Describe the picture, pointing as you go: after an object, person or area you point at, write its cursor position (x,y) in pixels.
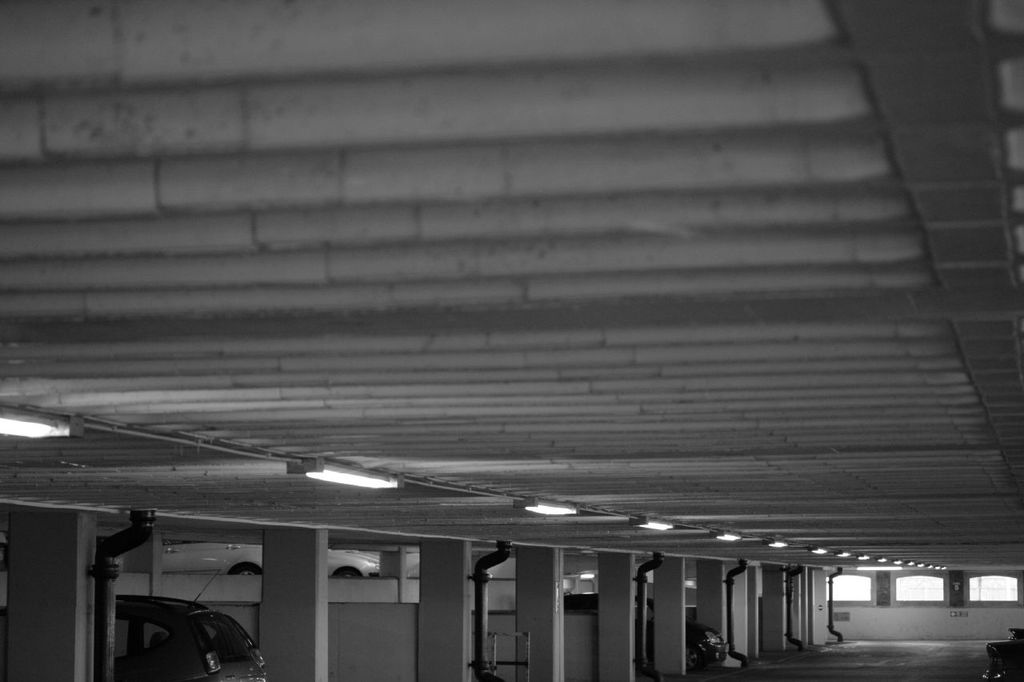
In the foreground of this image (799,676), at the bottom (717,622), there are pillars (517,598), pipes (483,617), vehicles (714,658) and the floor (892,656). At the top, there are lights (348,482) to the inside roof (665,423).
